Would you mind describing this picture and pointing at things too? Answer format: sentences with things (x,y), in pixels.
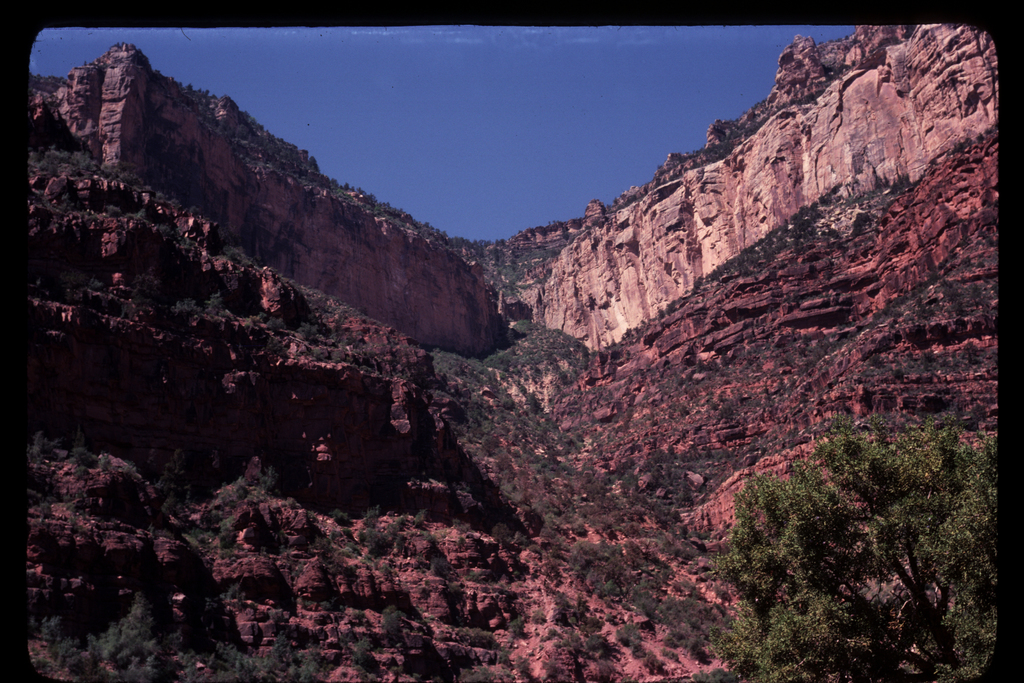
There is a tree (803,565) at the bottom right corner of this image (822,552), and there is a mountain (486,459) in the background (466,431). We can see there is a blue sky (494,121) at the top of this image (504,125).
